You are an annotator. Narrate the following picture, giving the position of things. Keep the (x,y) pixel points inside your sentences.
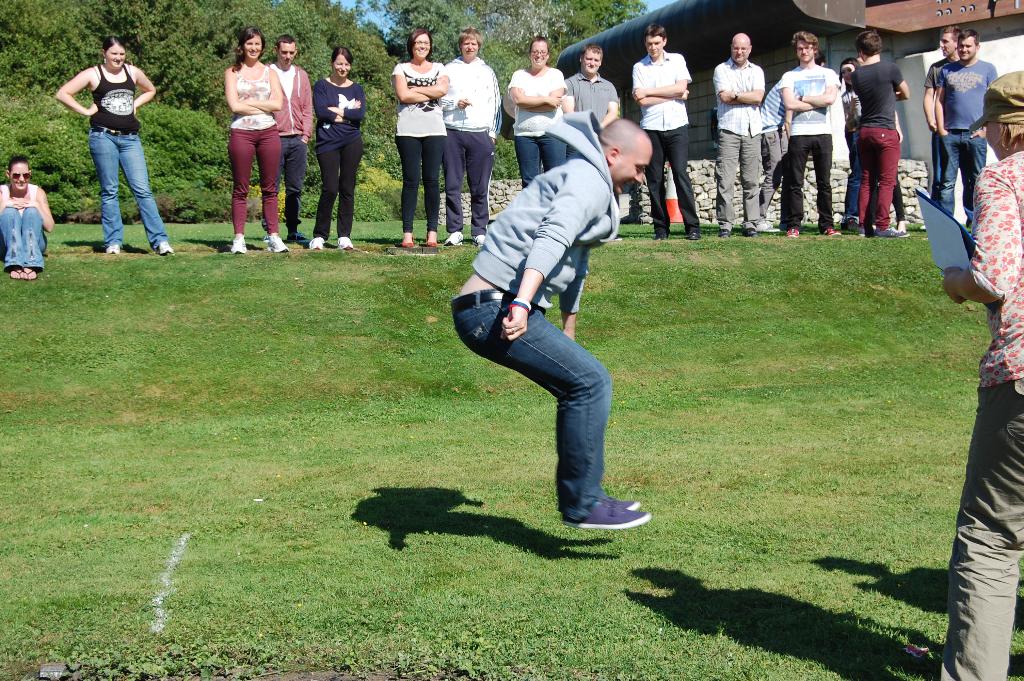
In this picture I can see few people (856,159) are standing and a human (997,306) holding a file (961,260) in the hand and I can see another man (494,230) jumping and I can see a woman (33,216) seated and I can see few trees (214,13) and grass (331,468) on the ground (546,438) and a building (711,80) on the top right corner (829,32).
